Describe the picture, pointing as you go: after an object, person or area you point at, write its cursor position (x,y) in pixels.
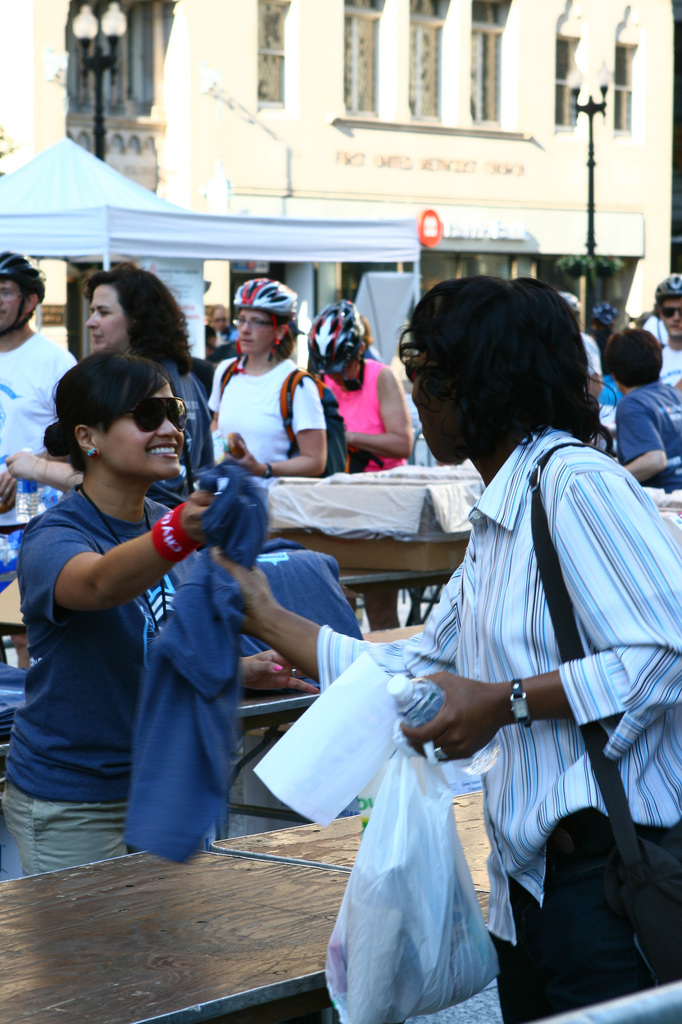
The woman (662,706) on the right side (532,781) is standing and she is holding a paper (384,748), plastic cover (400,902), water bottle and a blue T-shirt (239,643) in her hands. In front of her, we see a table (265,884). Beside that, we see a woman (127,507) on the left side (135,576) is wearing a blue T-shirt (102,700) and she is smiling. She is holding a blue T-shirt (193,729) in her hand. Behind her, we see the carton boxes (413,551) and the people (350,410) are standing. There are buildings (166,195) and the streetlights (573,82) in the background (530,115).
